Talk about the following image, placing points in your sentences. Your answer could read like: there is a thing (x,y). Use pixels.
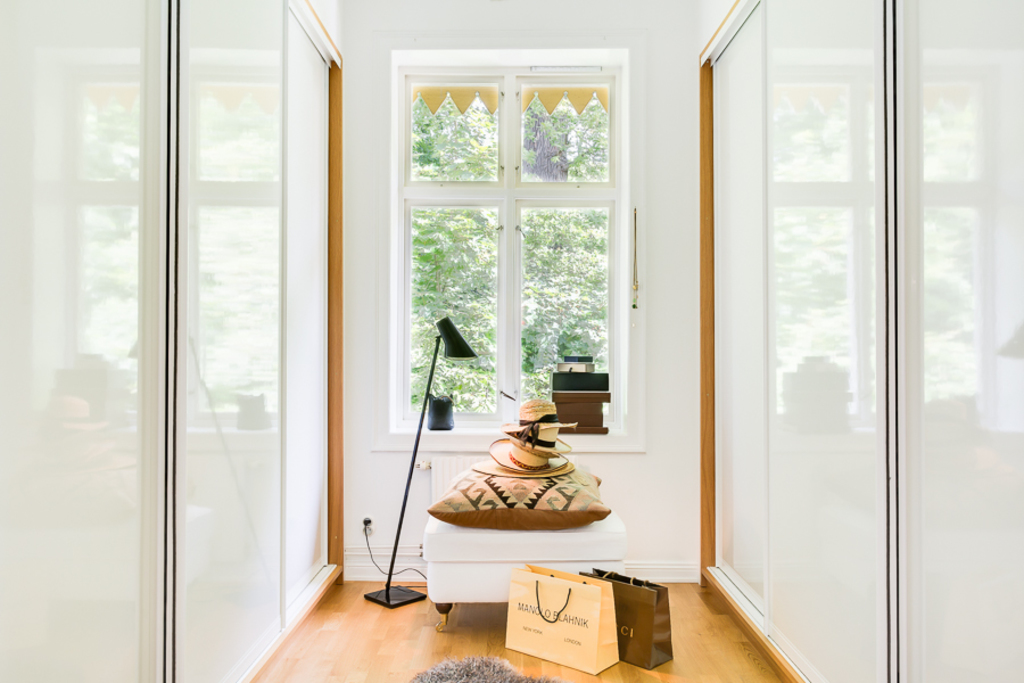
In the foreground (549,506), I can see bags (598,626), lamp (394,571), hats (505,469) and cushions (497,500) on an ottoman (533,539) kept on the floor (371,669). In the background (504,381), I can see a window (457,316), trees (578,273) and a wall (657,280). This picture might be taken in a hall (234,595).
